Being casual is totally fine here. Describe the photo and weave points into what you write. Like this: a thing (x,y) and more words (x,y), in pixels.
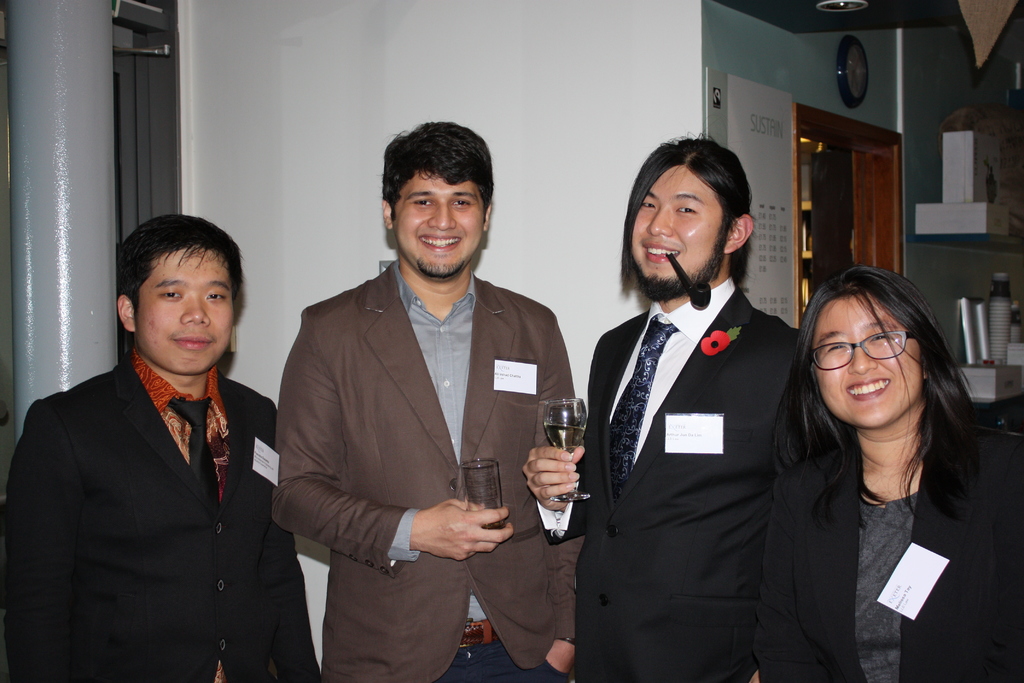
This is the picture of a room (378,184). In this image there are group of people (525,427) standing and smiling and in the middle (532,434) there are two persons (635,466) holding the glasses (491,495). At the back (777,292) there is a clock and calendar (777,235) on the wall (745,62). There is a door (861,243) and there are cups (1002,339) and box (998,365) in the cupboard (1006,401). At the top (851,12) there is a light (830,2).
